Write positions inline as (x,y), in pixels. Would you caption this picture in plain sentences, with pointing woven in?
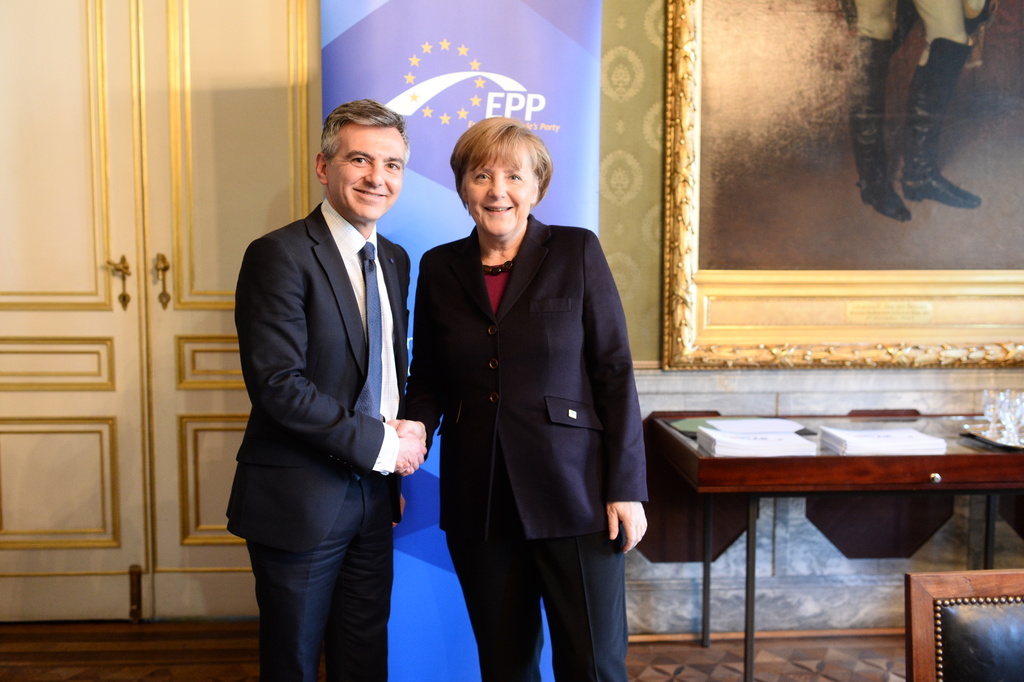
In this image I can see a man (286,422) and a woman (524,394) are standing together and smiling. I can also see there is a table (885,467) with some objects (920,443) on it, a door (188,324) and a photo (837,133) on a wall (621,143).
